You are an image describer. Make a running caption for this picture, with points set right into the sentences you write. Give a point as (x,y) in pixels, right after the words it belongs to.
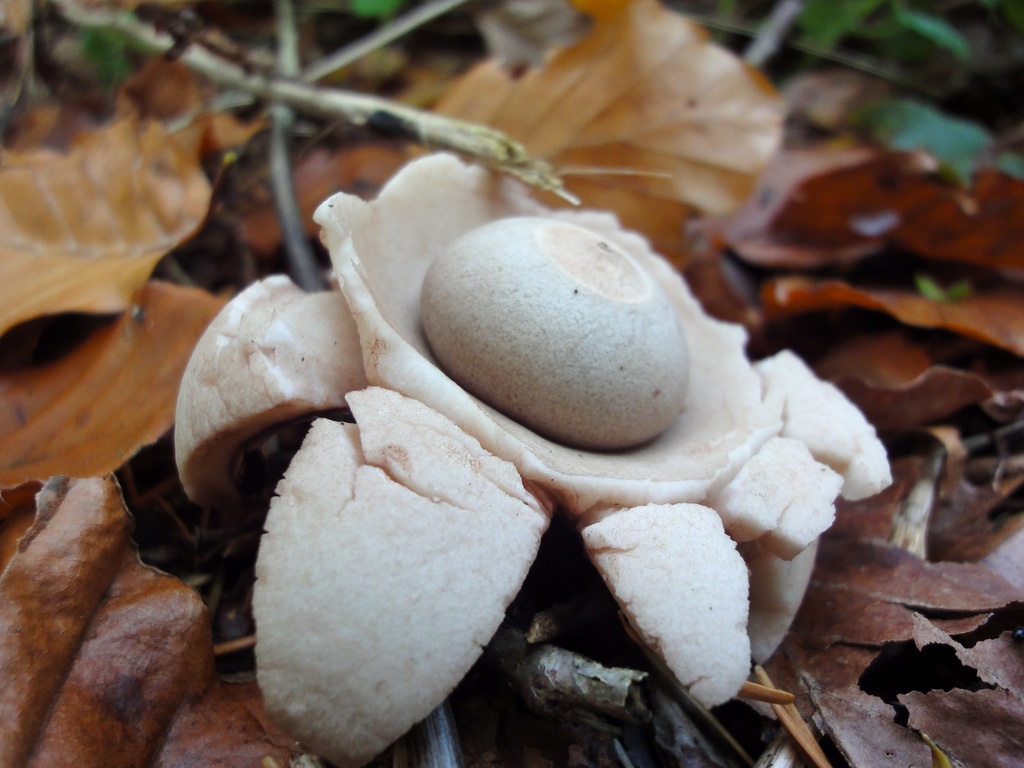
In this image there is a white colour object (426,426) on the dried leaves (650,165).
